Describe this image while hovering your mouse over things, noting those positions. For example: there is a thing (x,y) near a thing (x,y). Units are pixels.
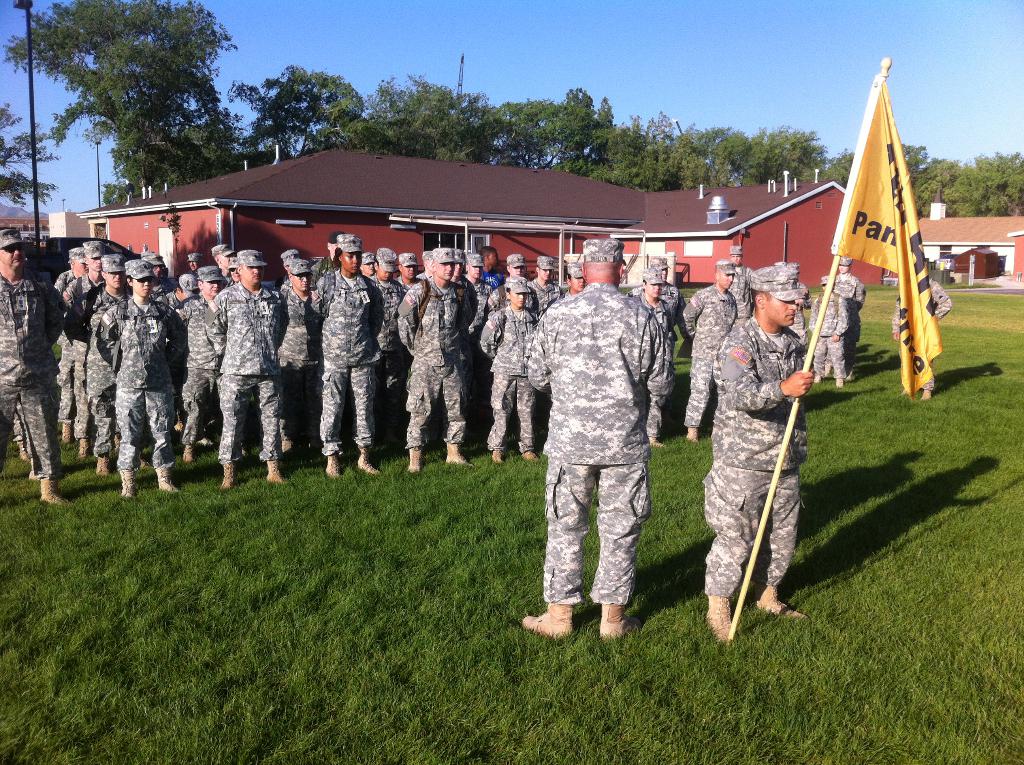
In this image there are a few army personnel (376,316) standing on the surface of the grass (168,632) and one of the personnel (723,353) is holding a flag (863,208) in his hand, behind them there are houses (316,210), behind the houses (571,216) there are trees (261,93).
